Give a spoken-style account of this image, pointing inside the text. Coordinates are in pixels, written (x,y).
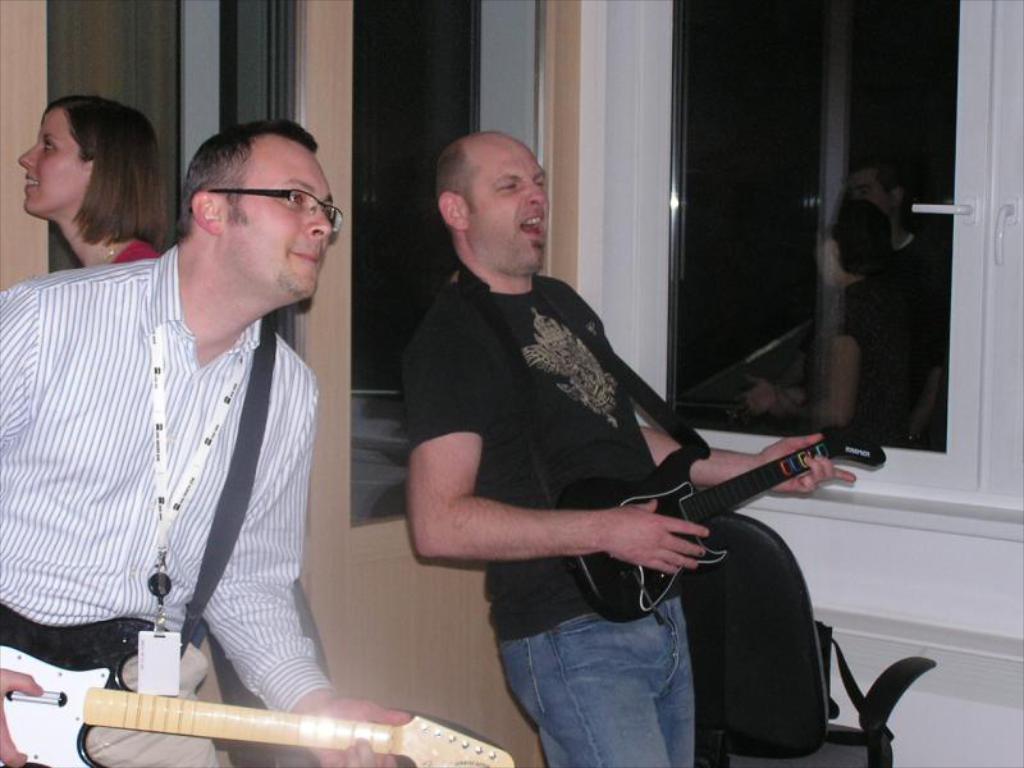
These two persons (477,235) are playing guitar (46,716). The man (513,665) in black t-shirt (540,566) is singing and playing guitar (628,572). In this window (838,255) there is a reflection (861,363) of persons (895,275). Backside of this person (77,546) another woman (91,159) is standing. This man (225,264) wore id card (153,660) and spectacles (304,202). Beside this man (626,622) there is a chair (785,679).
